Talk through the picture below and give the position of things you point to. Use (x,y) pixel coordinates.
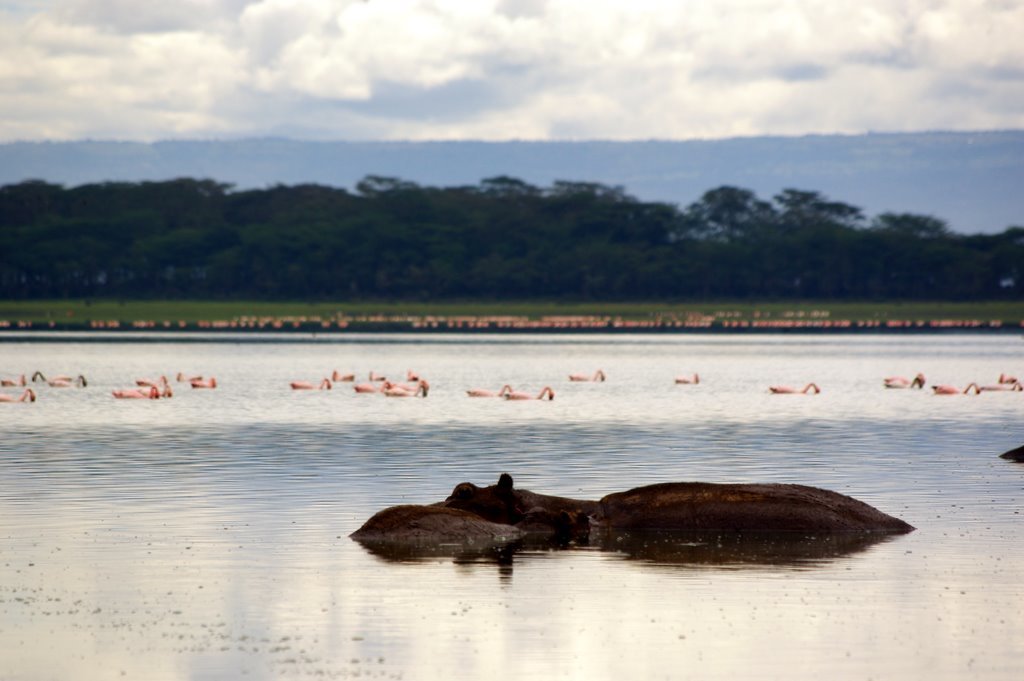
In this image we can see some animals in the water (400,427). And we can see the trees (397,200). And we can see the clouds (412,69) in the sky (296,61).
